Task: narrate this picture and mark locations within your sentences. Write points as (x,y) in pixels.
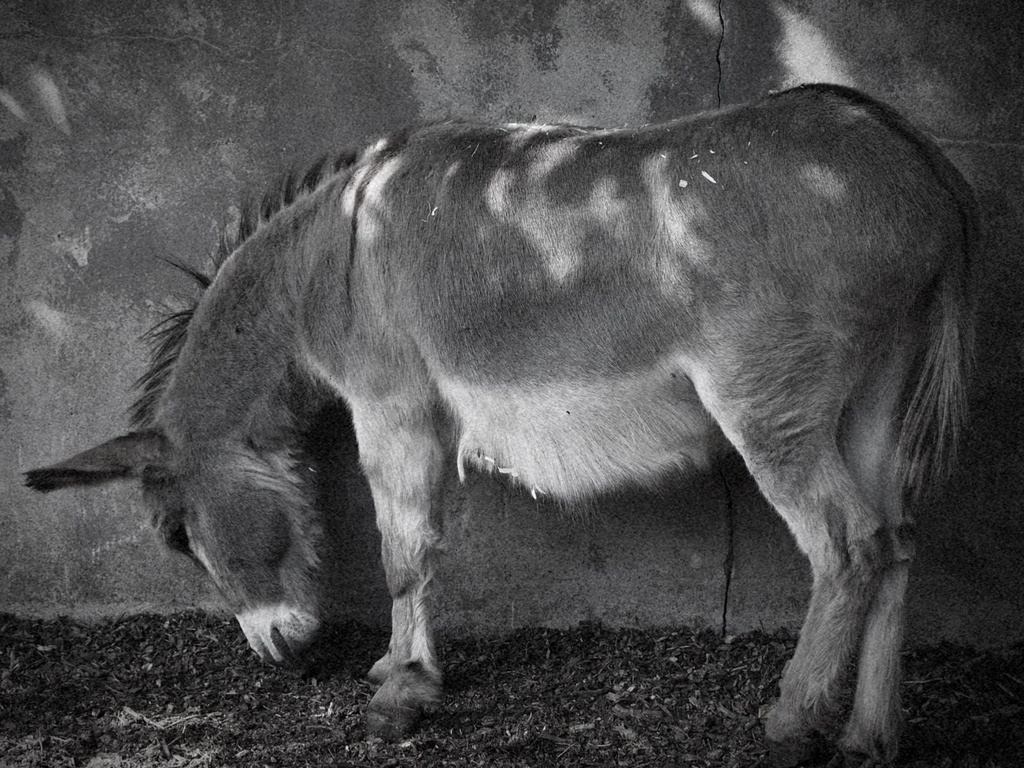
In the image we can see the black and white picture of the donkey (551,299) and here we can see the wall (115,131).
